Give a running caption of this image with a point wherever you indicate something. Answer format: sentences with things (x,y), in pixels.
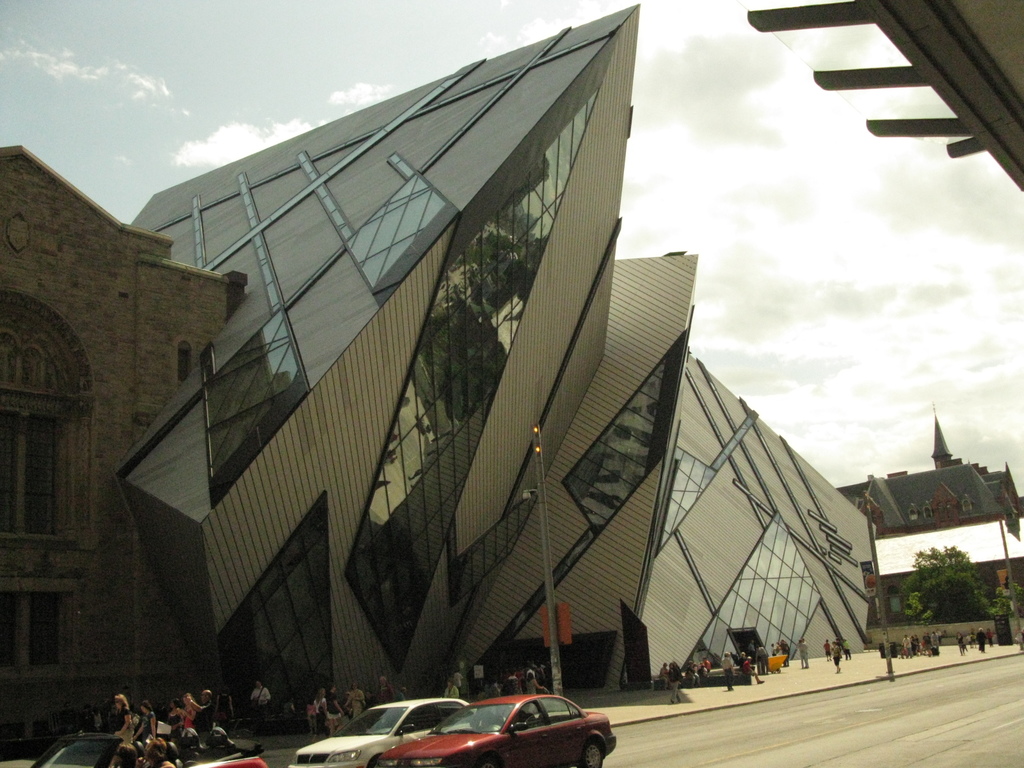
In the foreground (562,711) I can see three cars (364,724) and a crowd (317,722) on the road (781,700). In the background (339,585) I can see light poles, buildings (512,539), glass (395,476), windows (403,490), trees (963,618), fence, chairs (707,678) and the sky (859,300). This image is taken may be during a day.
